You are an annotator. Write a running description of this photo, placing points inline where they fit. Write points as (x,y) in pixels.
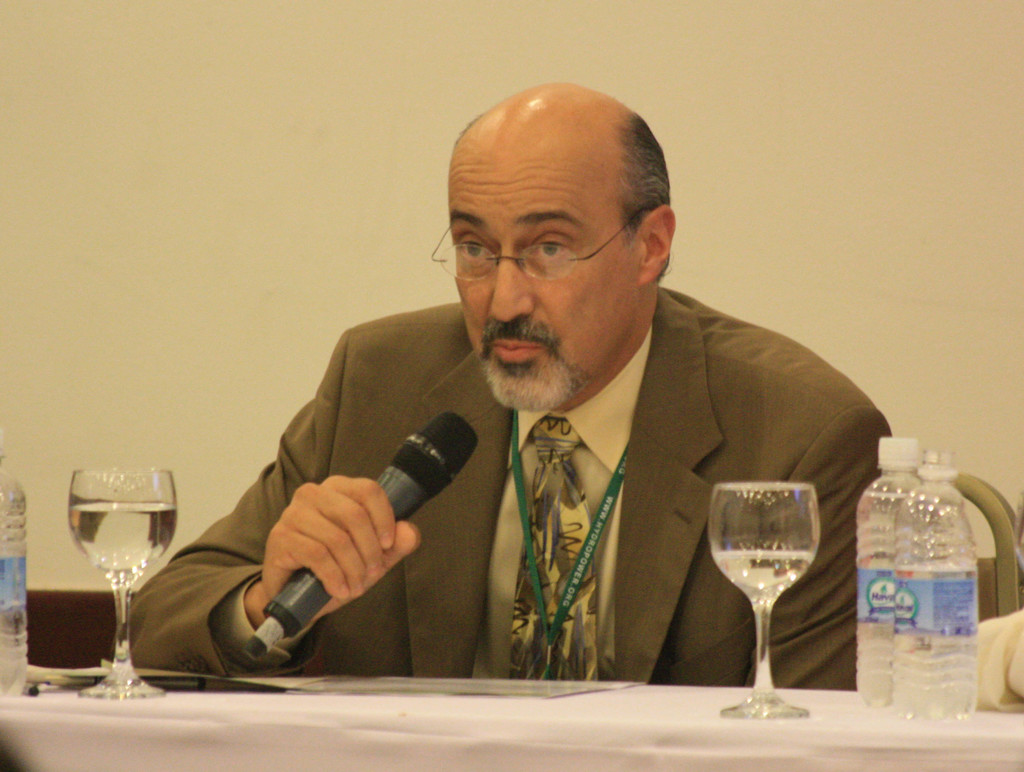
Here we see a man (877,439) seated and speaking with the help of a microphone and we see couple of glasses (807,556) and water bottles (866,576) on the table (674,739).
